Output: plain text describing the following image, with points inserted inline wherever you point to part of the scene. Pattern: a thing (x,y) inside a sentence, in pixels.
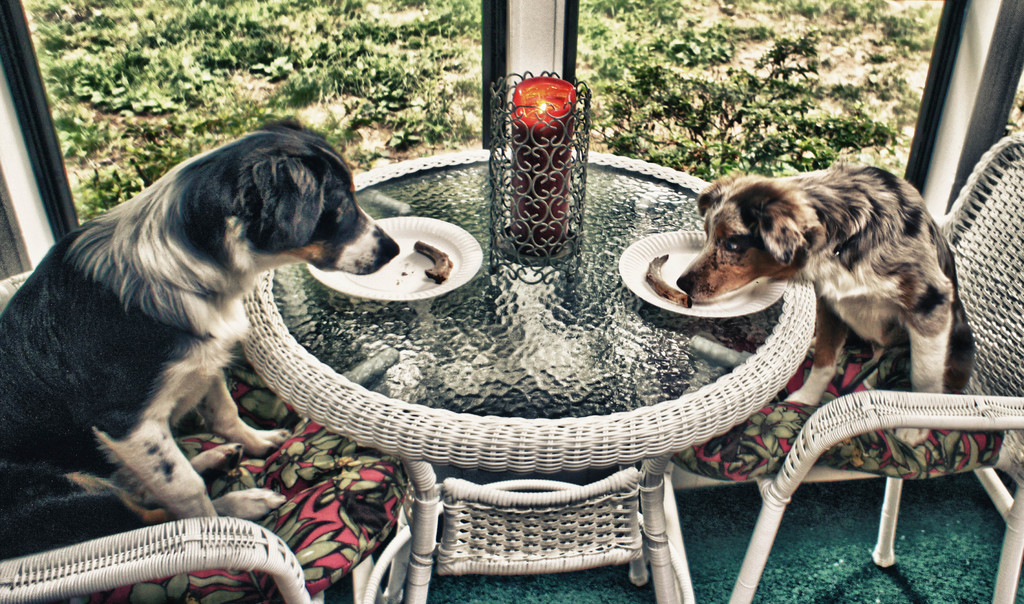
As we can see in the image there are trees (230,55), chairs (962,299) and a table (519,336). On table (523,301) there are plates (338,286), candle (536,245) and near it two dogs (936,371).
